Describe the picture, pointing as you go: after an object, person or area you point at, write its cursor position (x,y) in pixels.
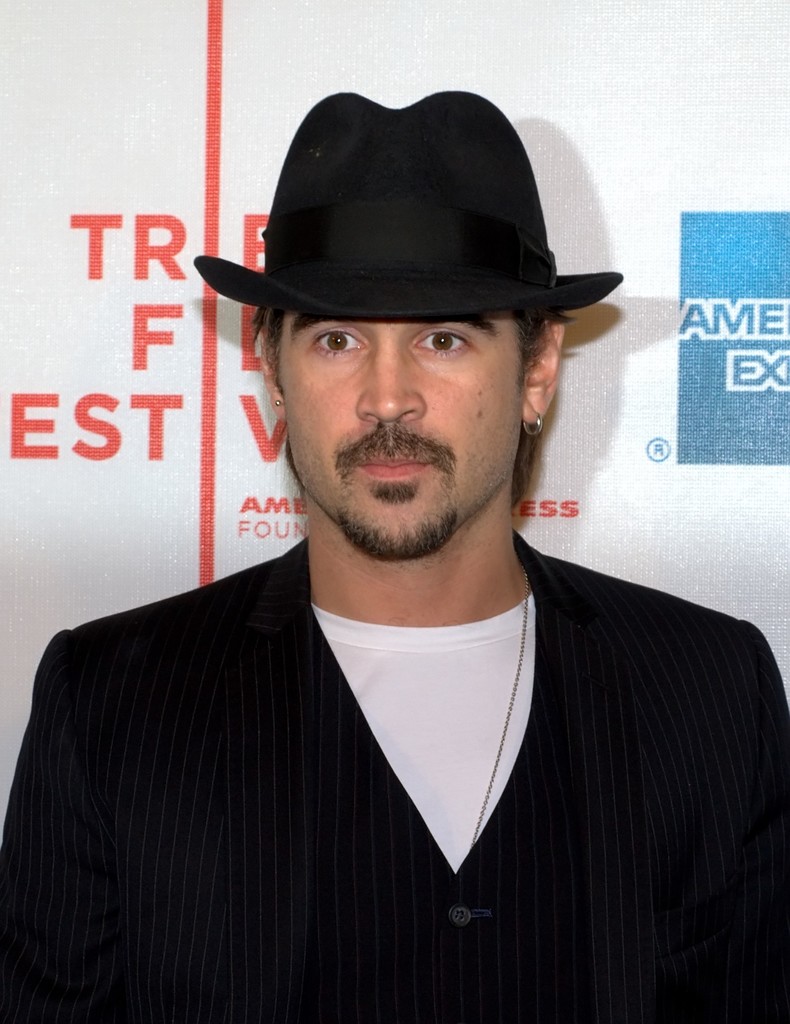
In the middle of the image (315,513) there is a man (340,648). He has worn a coat (295,762), a T-shirt (462,710) and a hat (395,257). In the background (144,299) there is a banner (644,370) with a text (691,309) on it.
